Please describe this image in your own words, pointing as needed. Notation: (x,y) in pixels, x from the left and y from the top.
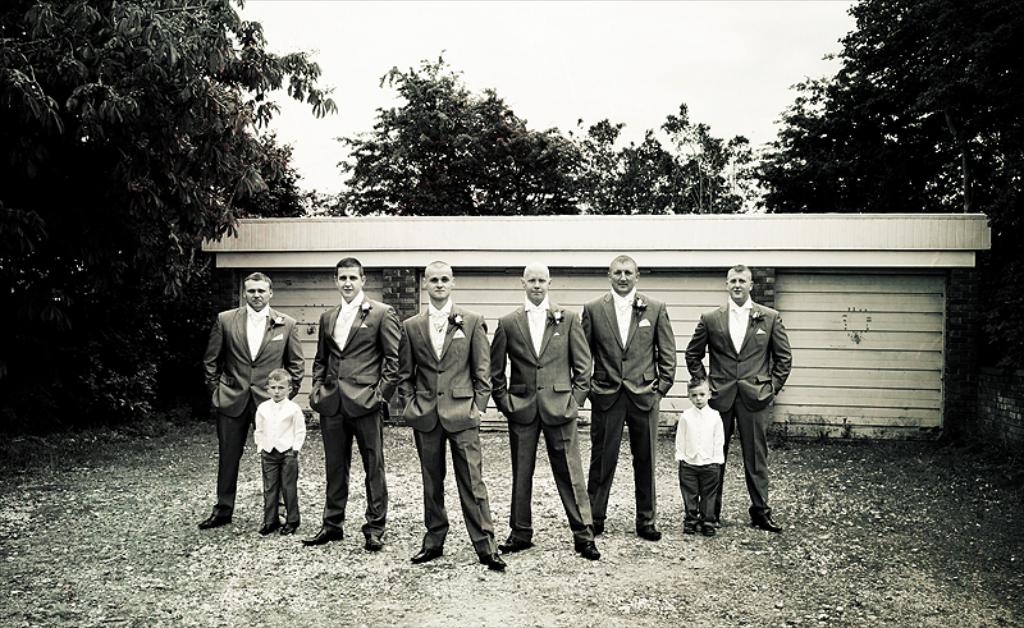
In this picture we can see a group of men (740,288) and two boys (265,457) standing on the ground (872,587) and in the background (626,242) we can see a shed (729,242), trees (462,209), sky (583,66).
